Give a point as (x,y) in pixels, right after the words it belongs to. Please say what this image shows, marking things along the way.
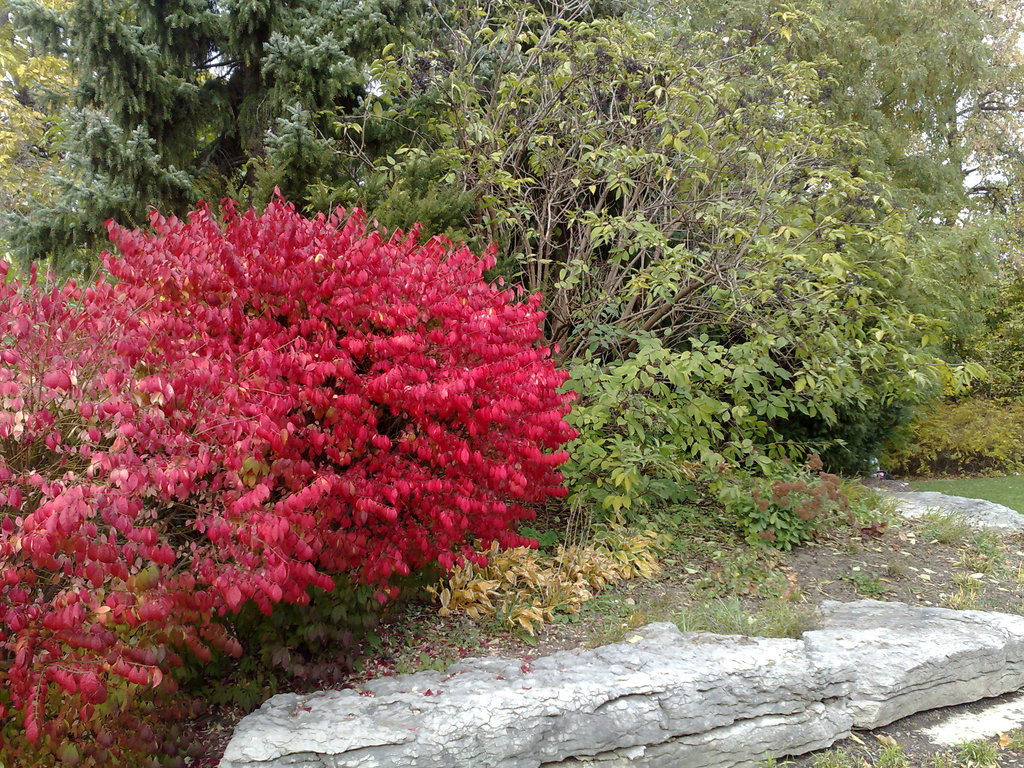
In this picture we can see some plants (446,390) and trees (596,336), on the right side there is grass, at the bottom (795,664) we can see a rock (642,690).
